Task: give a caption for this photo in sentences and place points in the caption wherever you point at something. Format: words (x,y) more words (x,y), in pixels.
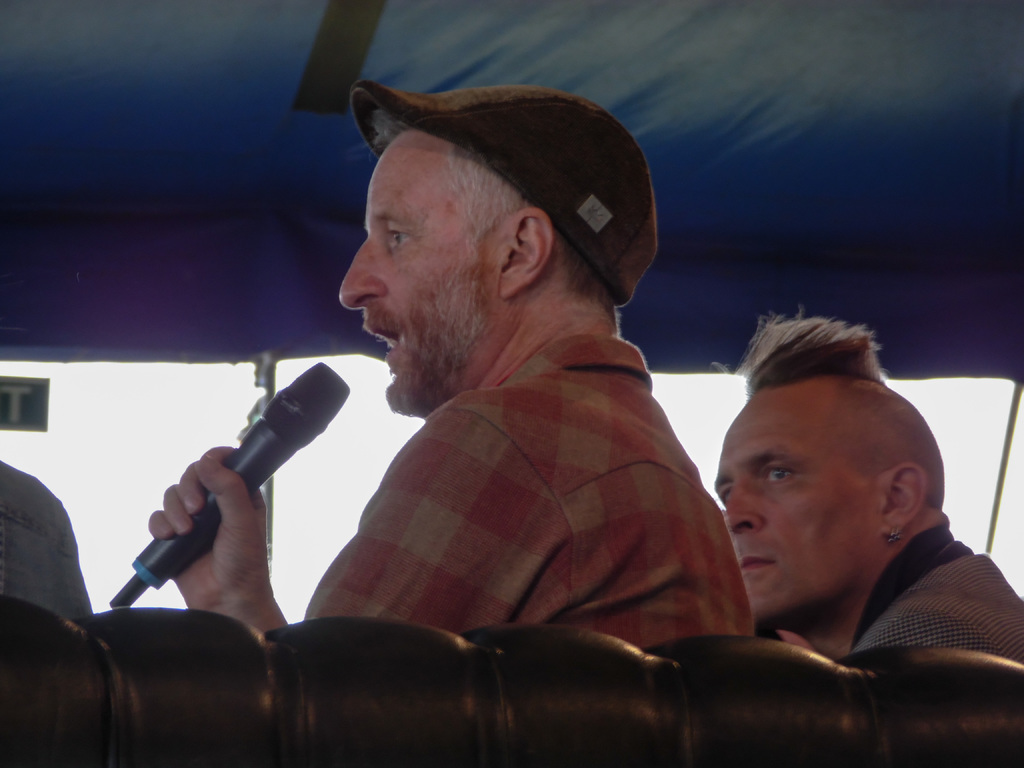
In this image i can see 2 persons (805,489) one of the person (220,447) is holding a mic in his hand (257,616) and wearing a hat (544,142), and the other is watching him. In the background (150,453) i can see a sky (152,430) and a tent (208,135).
